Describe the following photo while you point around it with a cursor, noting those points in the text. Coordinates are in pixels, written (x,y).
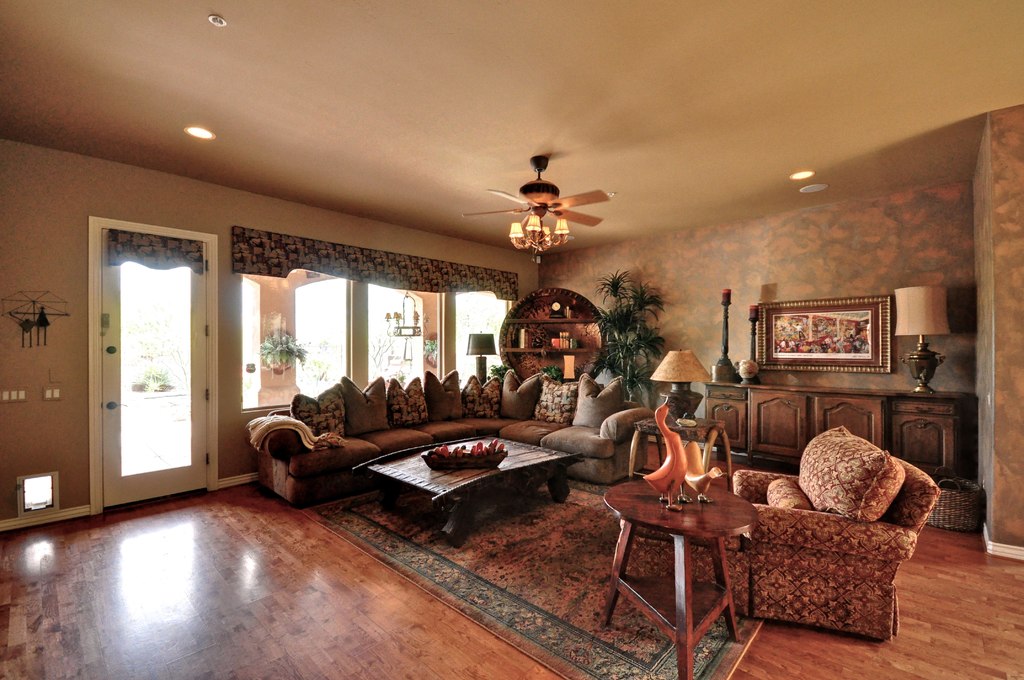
In this image we can see the inner view of a room (625,512). In the room (352,470) there are sofa set (558,446), couch (741,541), decors (666,503) on the side table (667,528), table lamp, ceiling fan (525,190), electric lights (524,234) and a carpet (489,538) on the floor (235,590).
